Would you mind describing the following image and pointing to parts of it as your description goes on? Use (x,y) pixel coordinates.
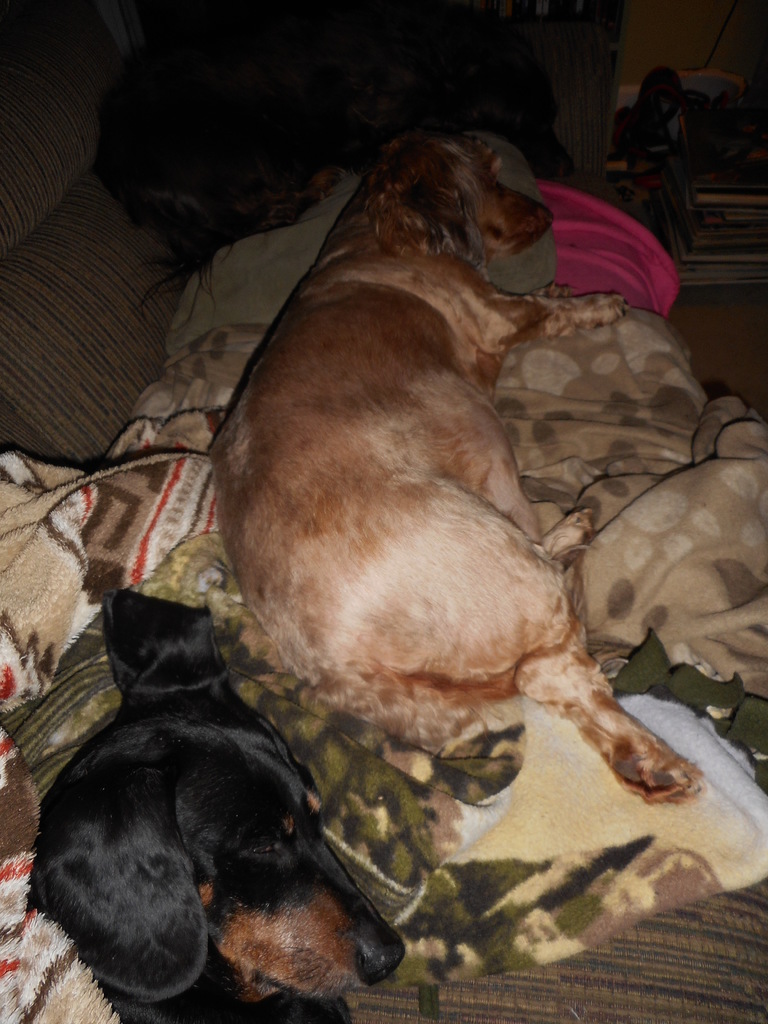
In this image, we can see some dogs (480,444) sleeping and there is a blanket (561,398).
